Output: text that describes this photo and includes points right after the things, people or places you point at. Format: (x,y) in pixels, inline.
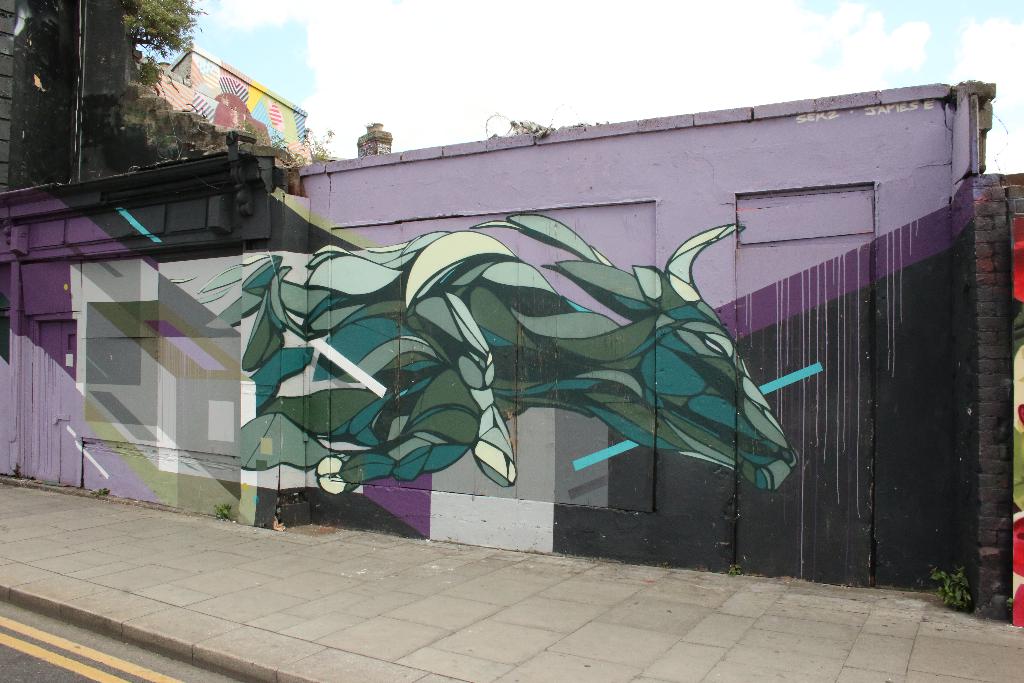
In this picture I can see a painting (538,365) of an animal (439,336) on the wall (473,336), there is a tree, and in the background (420,54) there is sky (633,40).
